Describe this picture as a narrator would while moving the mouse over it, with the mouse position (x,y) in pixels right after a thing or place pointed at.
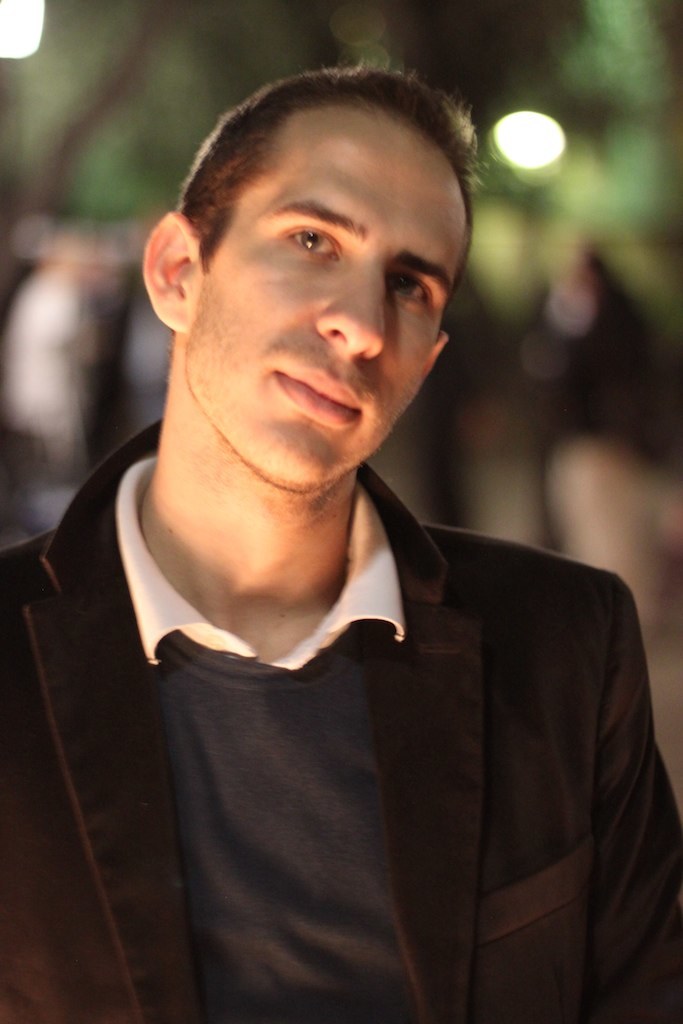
This image consists of a man (444,805) wearing a black jacket (444,805). In the background (555,97), we can see a tree (655,114) along with a light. And the background (21,97) is blurred.
